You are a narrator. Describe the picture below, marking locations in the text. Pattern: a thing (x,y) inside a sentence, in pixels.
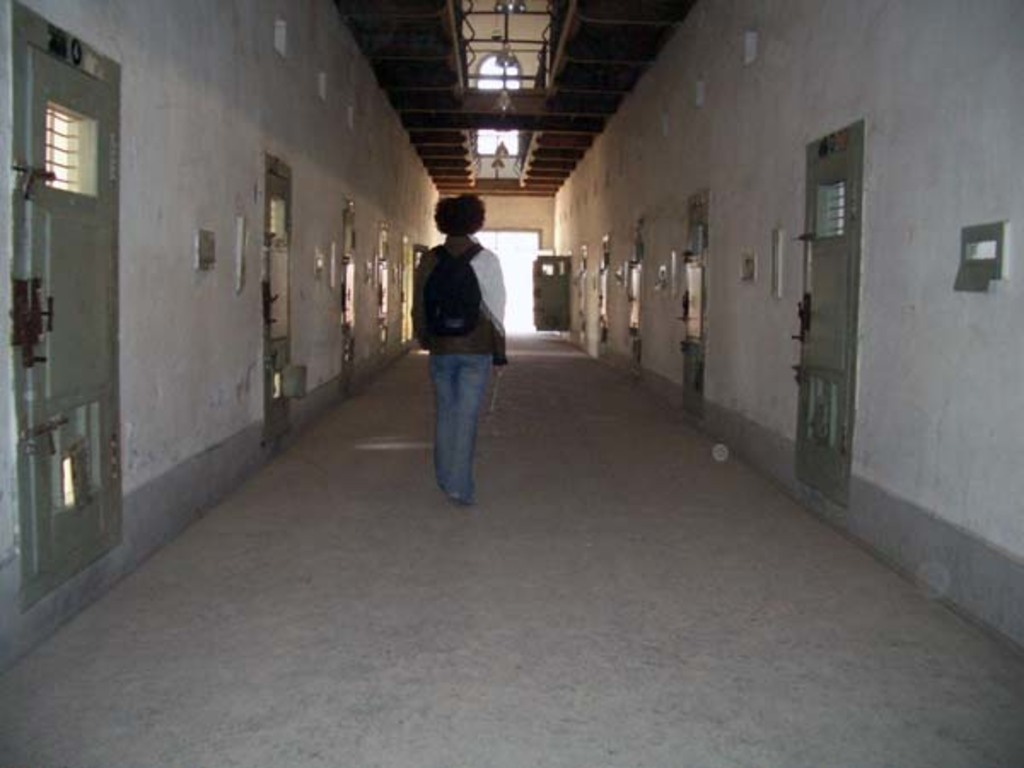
In this image there is a person (504,340) walking in a corridor (377,354), on the either side of the person (458,248) there are doors (106,348), at the top of the image (506,123) there is a metal structure (513,130).
